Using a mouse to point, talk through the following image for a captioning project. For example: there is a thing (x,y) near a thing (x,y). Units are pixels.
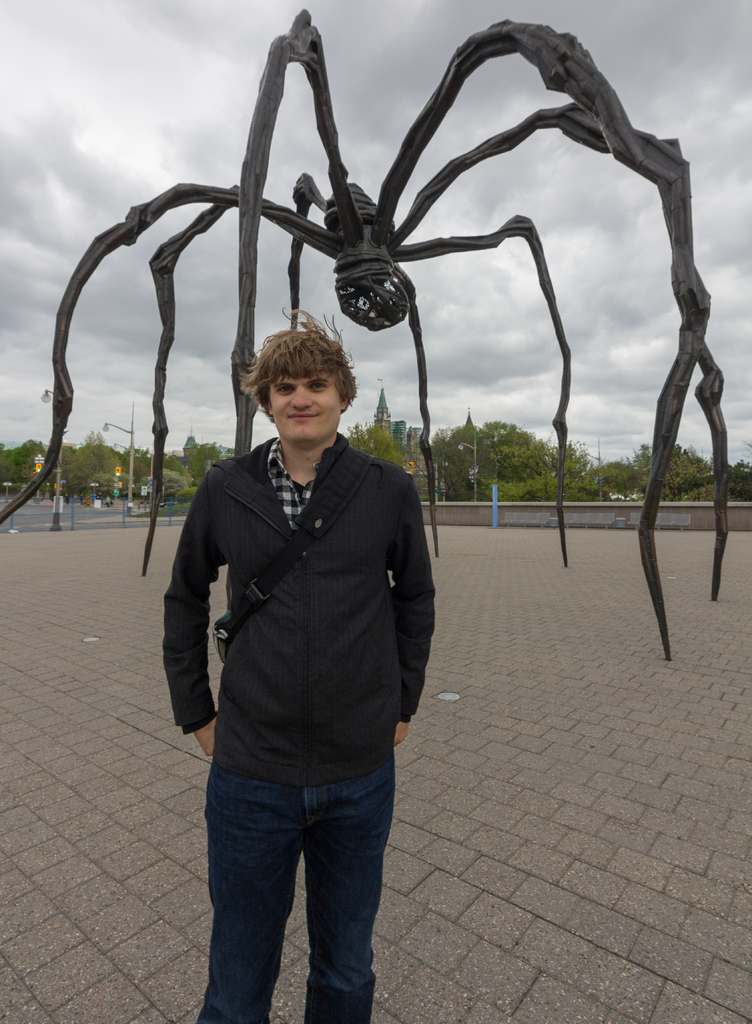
This image is taken outdoors. At the bottom of the image (533,872) there is a floor (159,701). At the top of the image (241,101) there is a sky (563,244) with clouds (642,280). In the middle of the image (328,447) a man (314,679) is standing on the floor (162,746) and there is a big artificial spider (354,235) on the floor (570,615). In the background (383,447) there are many trees (549,473), a few buildings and poles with street lights (131,483).
